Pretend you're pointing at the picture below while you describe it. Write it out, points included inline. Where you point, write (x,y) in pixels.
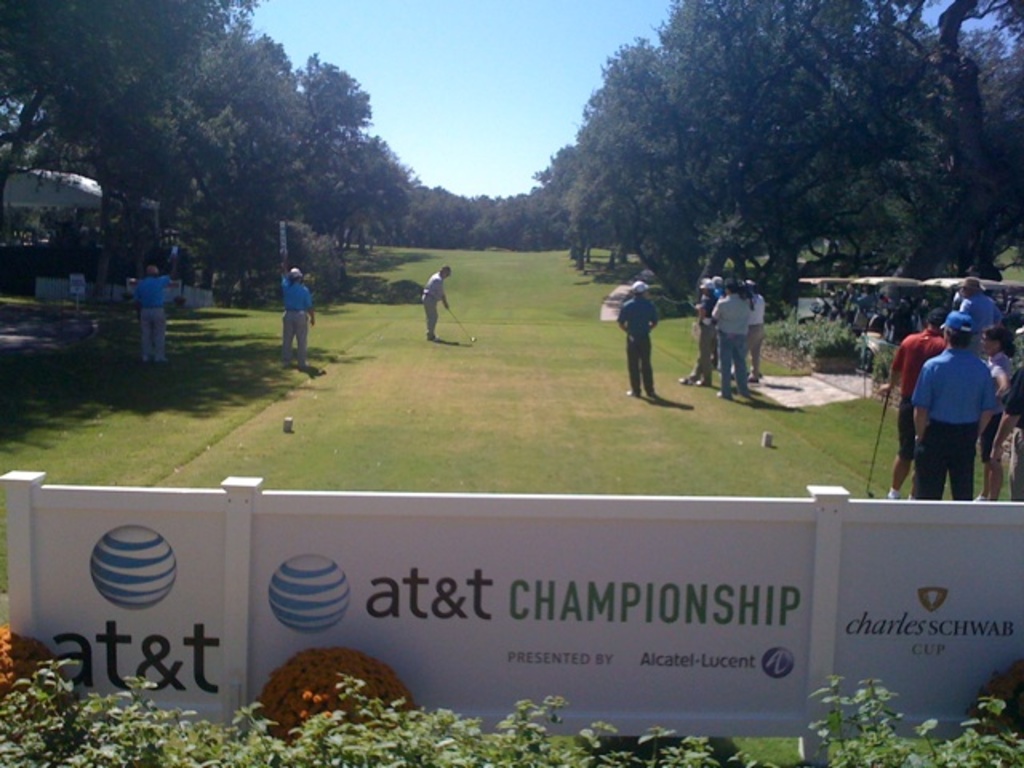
In this image in the center (649,327) there are group of people (954,328) who are playing golf, and some of them are holding sticks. At the bottom of the image (545,759) there are some plants (66,719) and boards (295,604), on the boards (295,604) there is text (989,631). And on the right side (769,49) and left side of the image (246,54) there are some trees (174,149) and plants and some tents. At the top (478,112) there is sky (398,112), and in the center of the image (501,403) there is ground (462,448).
